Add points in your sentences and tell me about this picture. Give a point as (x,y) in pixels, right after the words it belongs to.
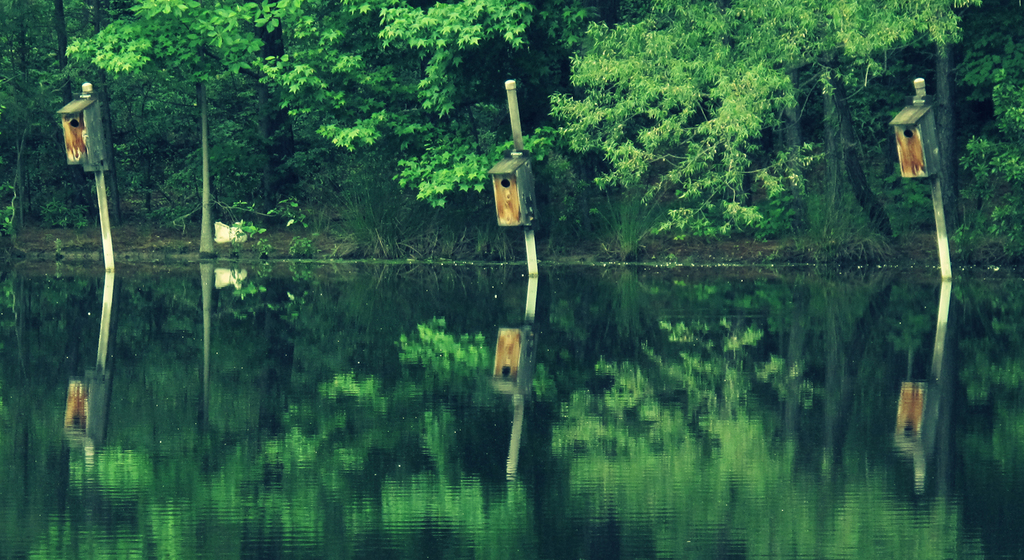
In this image at the bottom (527,450) there is a river (450,276), and in the background (588,76) there are some trees (896,154) poles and some boxes (72,107).
